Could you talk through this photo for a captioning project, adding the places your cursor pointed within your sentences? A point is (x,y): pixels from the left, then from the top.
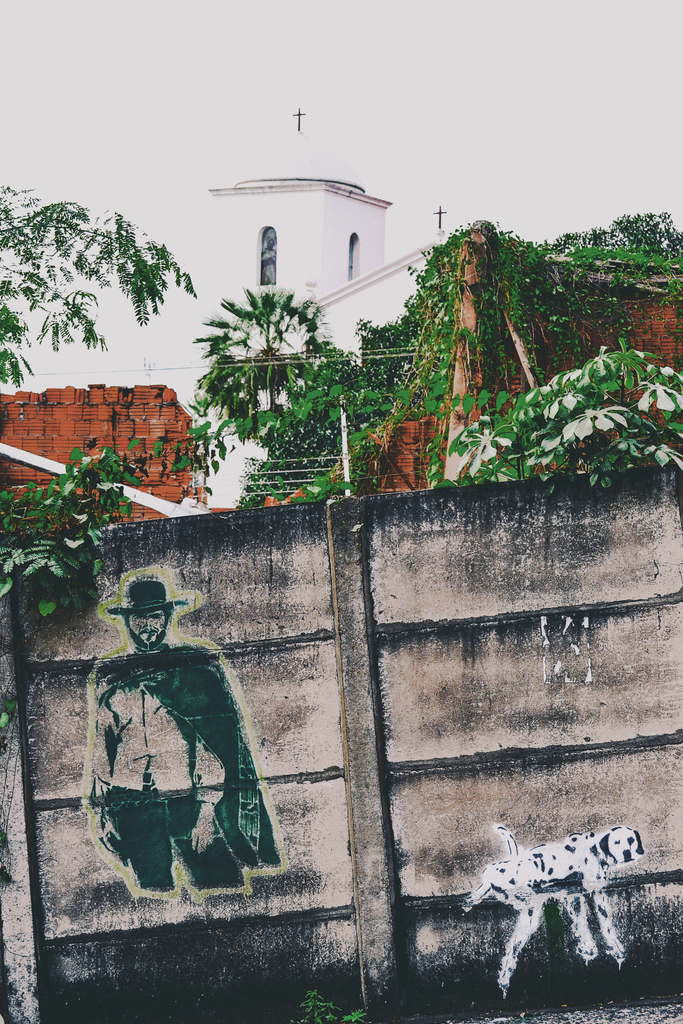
In this picture, we see a wall (298,691) on which the poster (218,767) of a man (177,827) and dog (520,914) are pasted. Behind that, there are trees (337,483) and buildings (153,461). We even see the church (291,220) in the background (330,261) and at the top of the picture (371,103), we see the sky (413,124).
